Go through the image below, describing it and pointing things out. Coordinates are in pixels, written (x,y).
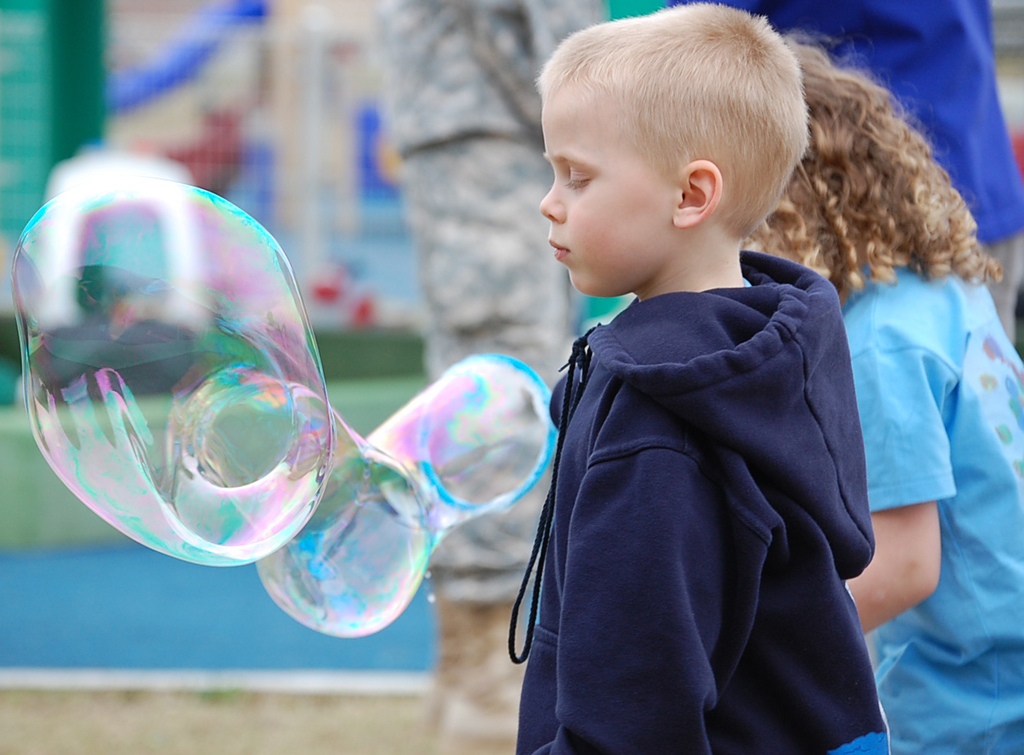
The boy (621,681) in the blue jacket (601,493) is standing and in front of him, we see a bubble (423,461). Beside him, we see a girl (896,431) in blue T-shirt (916,445) is standing. In the background (369,178), we see a building (325,115) and it is blurred in the background (345,266).
